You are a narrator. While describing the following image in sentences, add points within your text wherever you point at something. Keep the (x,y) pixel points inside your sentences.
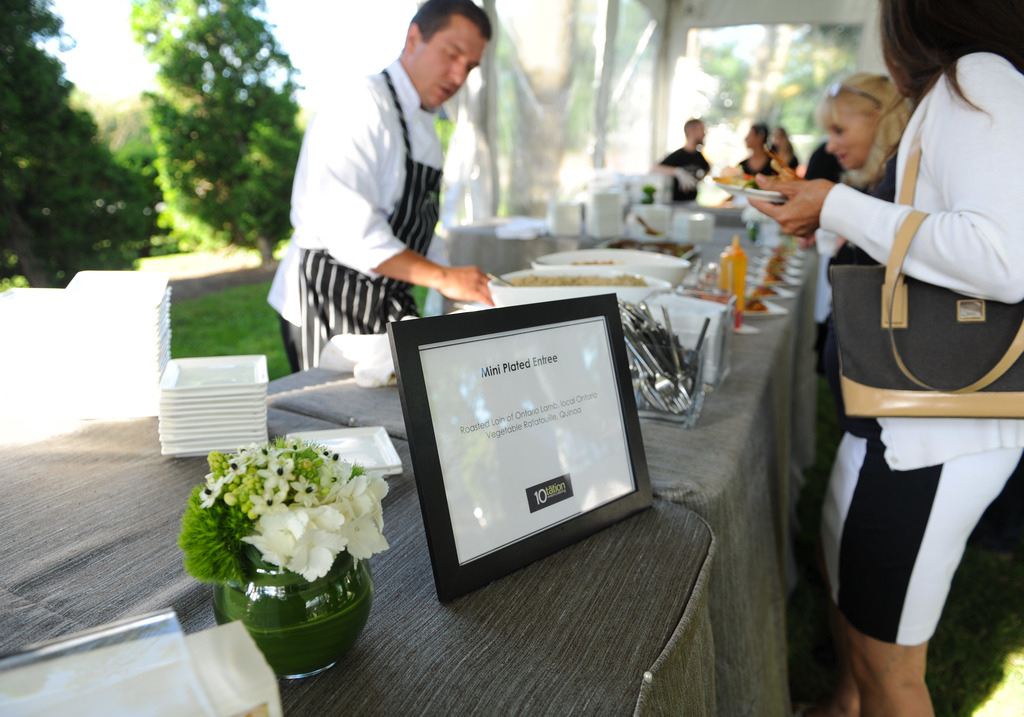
These persons (319,120) are standing. Far there are trees (158,147) and grass (214,296). On this table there is a bowl (668,264), plates (134,328), plant (244,457), spoons (663,345) and bottle (741,263). This woman (929,238) wore a handbag (913,315) and holding a plate (753,189).
